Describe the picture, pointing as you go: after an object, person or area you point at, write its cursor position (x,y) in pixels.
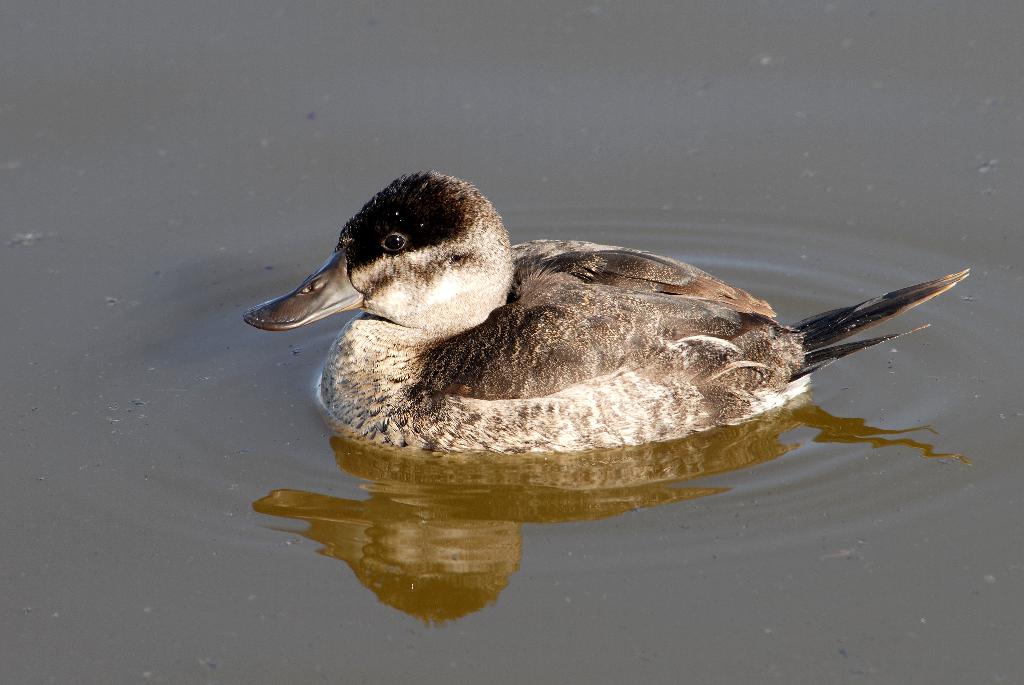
In this picture, we can see a bird (587,300) in water (302,681).
